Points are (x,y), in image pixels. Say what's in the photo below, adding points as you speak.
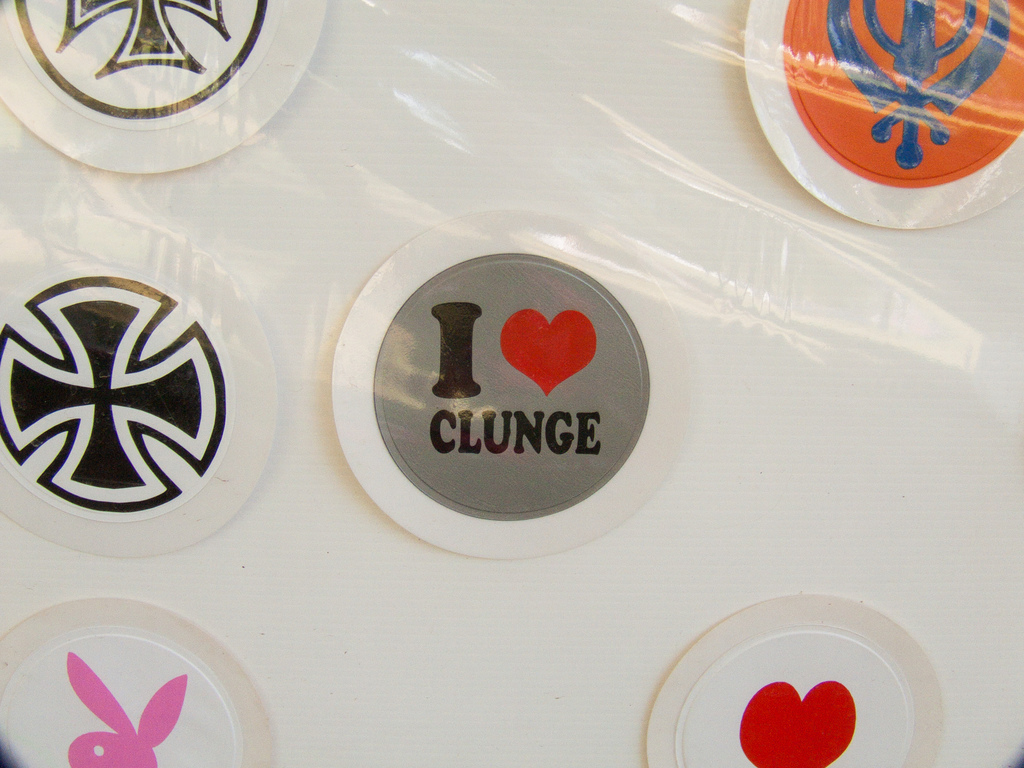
In this image there are circular objects (515,396), there is text (487,435) on the circular object (504,379), there are circular objects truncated towards the bottom of the image (791,744), there are circular objects (54,10) truncated towards the top of the image (190,26), there are circular objects (225,39) truncated towards the left of the image (130,329), there are circular objects (956,106) truncated towards the right of the image (945,93), at the background of the image (526,130) there is a white color truncated.
